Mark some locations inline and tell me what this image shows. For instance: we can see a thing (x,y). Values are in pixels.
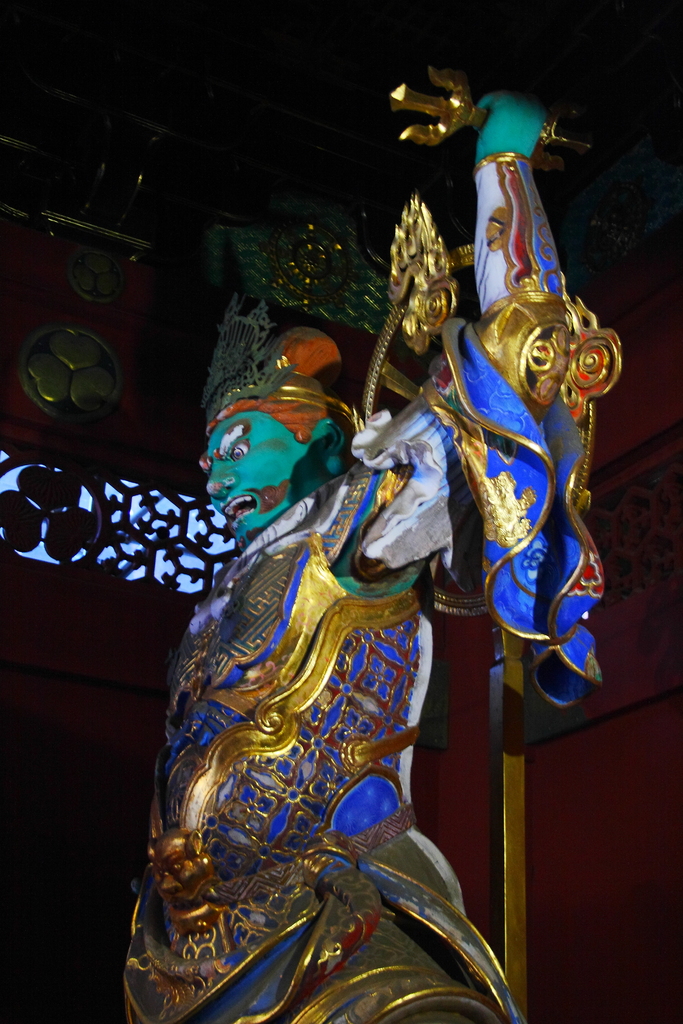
It is a statue (282,776) in blue and green color.
